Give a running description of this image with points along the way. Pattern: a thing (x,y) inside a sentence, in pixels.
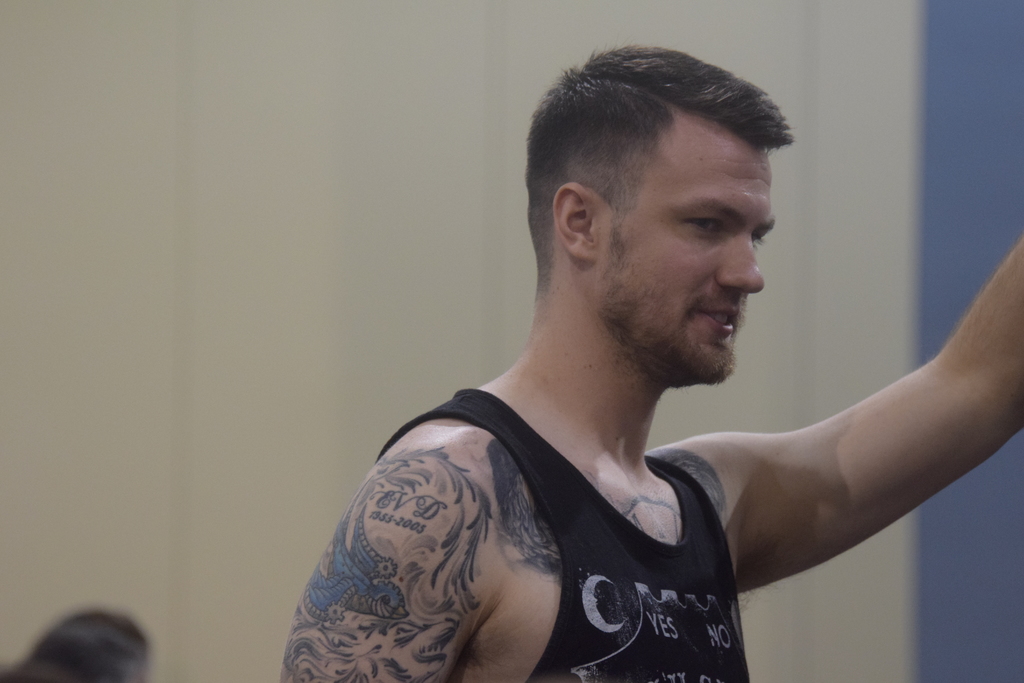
In this image we can see a person (669,524) wearing a dress (655,561). In the background (857,586), we can see the wall (292,398).
